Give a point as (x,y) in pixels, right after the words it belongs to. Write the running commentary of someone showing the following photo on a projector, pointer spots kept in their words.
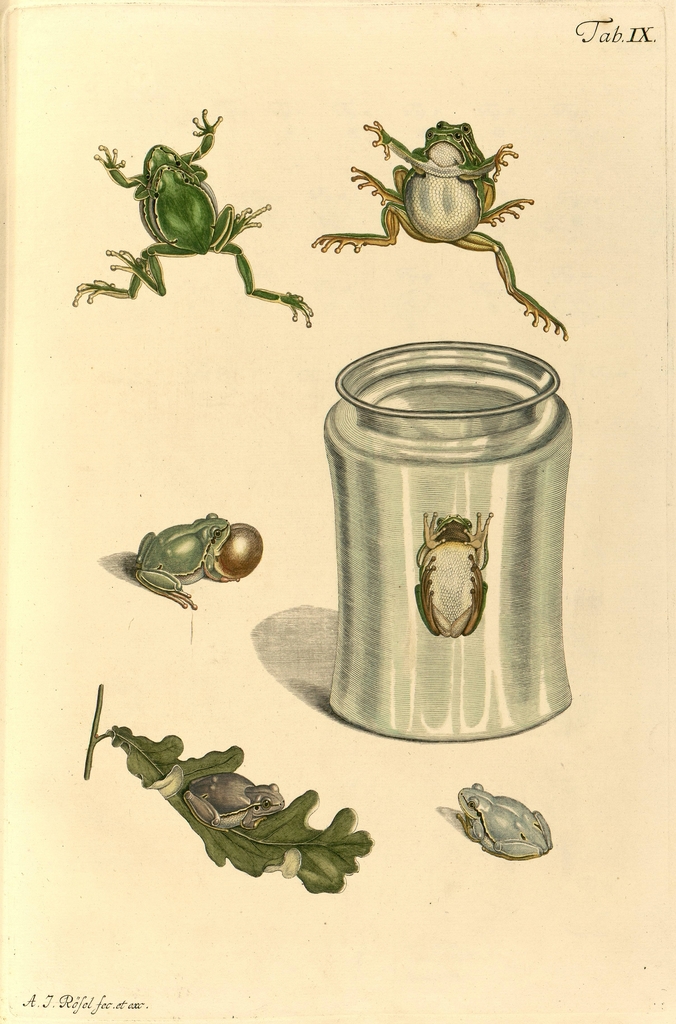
This image consists of a paper (25,783) on which I can see few paintings (248,818) of frogs (165,576), a leaf (260,851) and a jar (410,476). Inside the jar (442,482) there is a frog (463,560).
